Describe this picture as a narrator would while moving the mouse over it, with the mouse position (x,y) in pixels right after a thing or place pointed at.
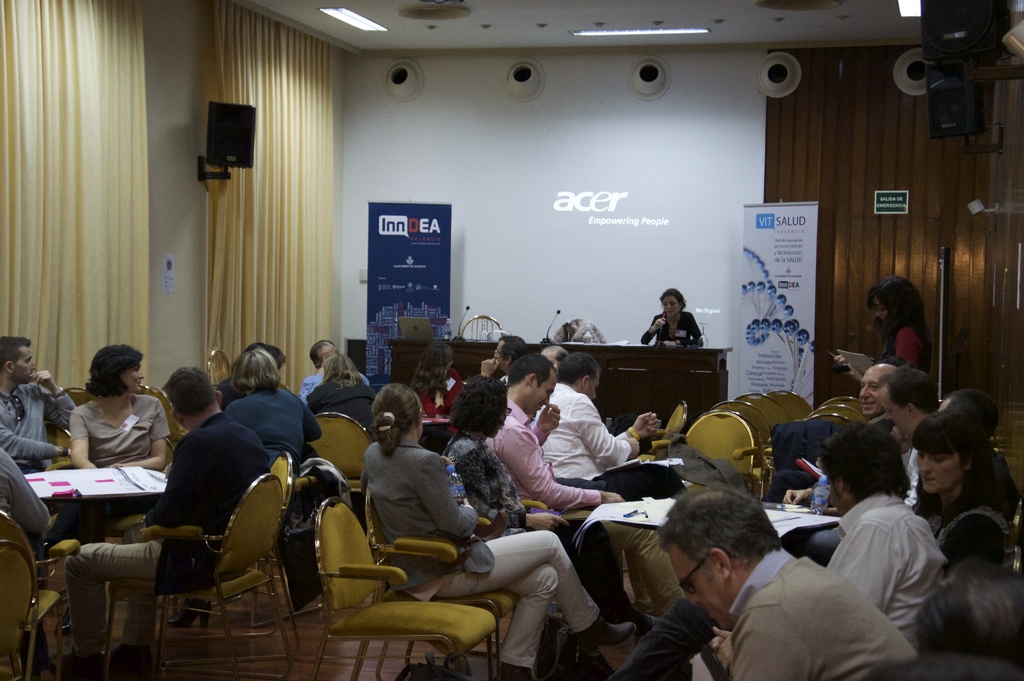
In this picture there are many people (339,406) sitting on yellow chairs (319,543) and in the background (675,335) we observe a lady (677,317) sitting on a brown table (669,364) and talking with a mic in her hand (660,328). In the background (655,294) there is a screen (581,223) on which acer is written, empowering people. There are posters (746,267) to the both the sides of the image. In the background (400,90) there are AC holes (519,66) and white lights (911,2) fitted to the roof (447,39).
